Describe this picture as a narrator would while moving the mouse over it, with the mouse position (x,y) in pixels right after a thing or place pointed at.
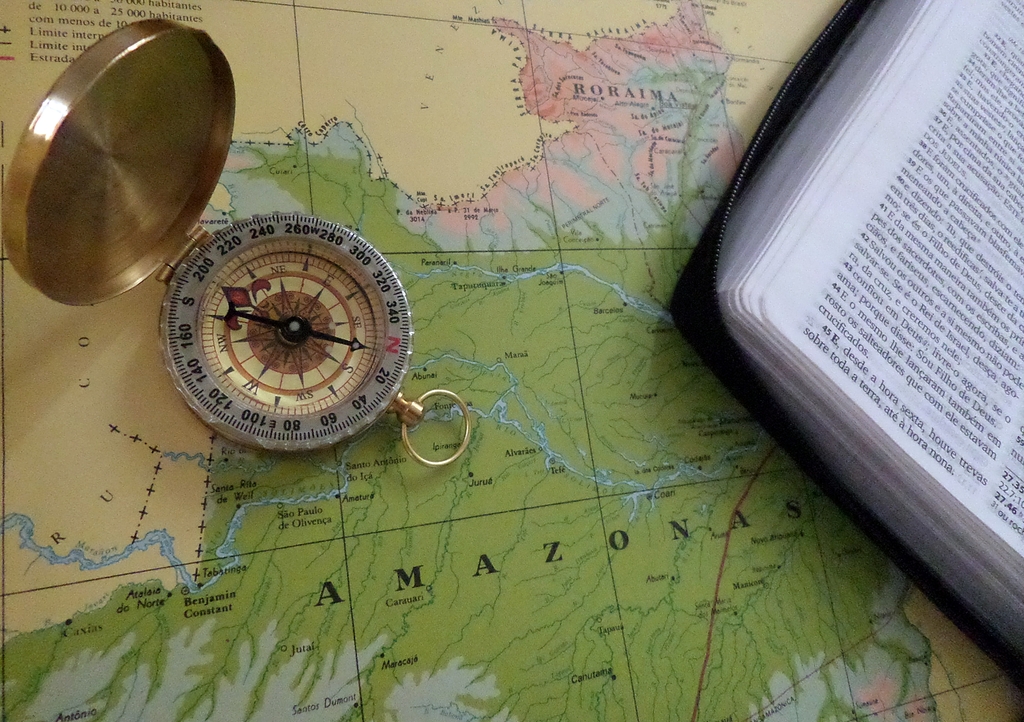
In this image there is a map (584,562), book (783,102) and a compass (290,338).
